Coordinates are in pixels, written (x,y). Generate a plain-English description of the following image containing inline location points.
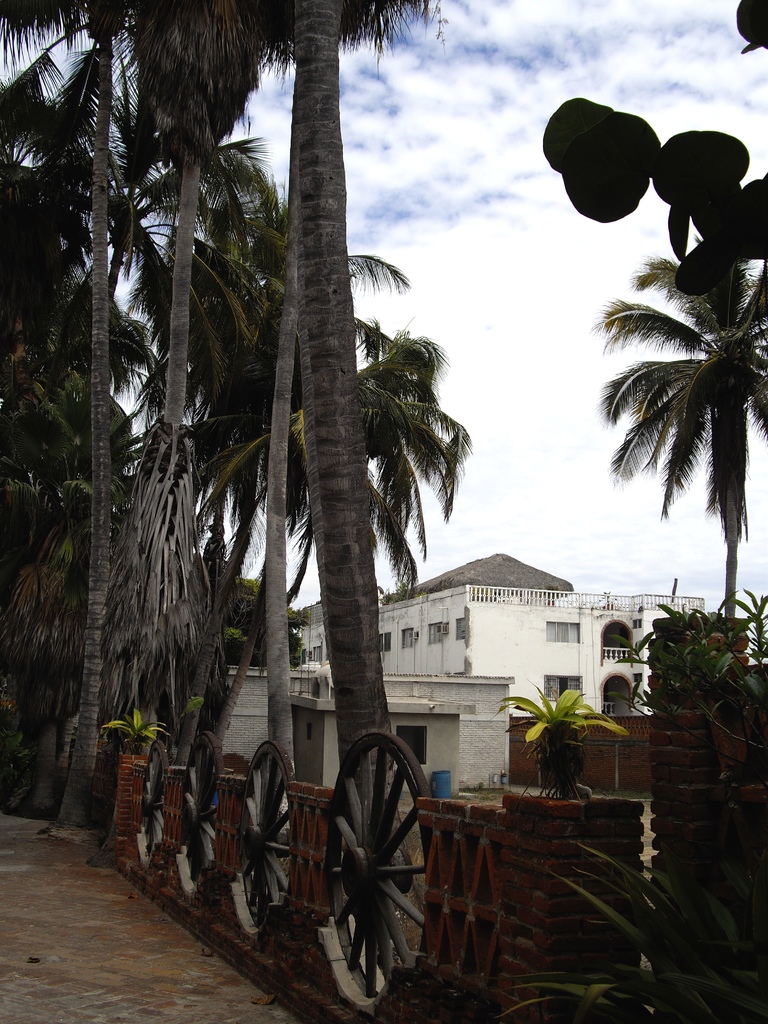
In this picture we can see the sky (527,66), building (697,607), houses (456,744), trees (187,701), plants (578,732) and a barrel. We can see the wheels (267,781).
